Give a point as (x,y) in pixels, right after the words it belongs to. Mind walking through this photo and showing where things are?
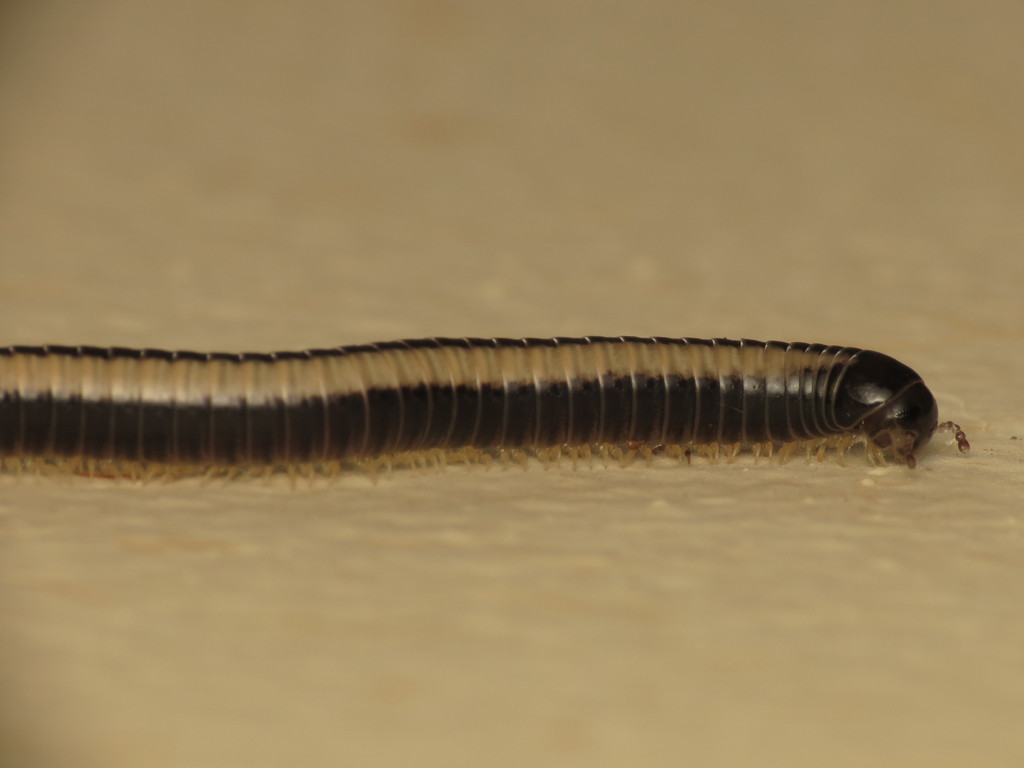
Here in this picture we can see an insect (292,471) present on the ground (514,580) over there.
